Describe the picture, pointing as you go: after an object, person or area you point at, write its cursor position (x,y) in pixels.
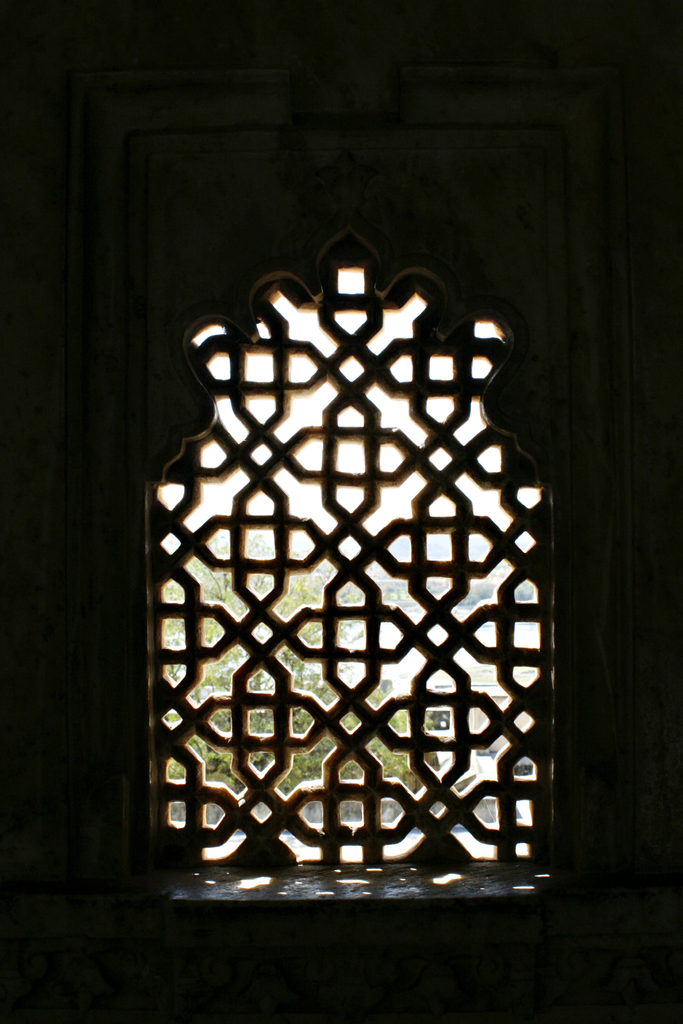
This is an inside view. Here I can see a window (313,370) to the wall (346,221). Through the window (320,644) we can see the outside view. In the outside view, I can see a tree (304,766) and buildings (437,727).
